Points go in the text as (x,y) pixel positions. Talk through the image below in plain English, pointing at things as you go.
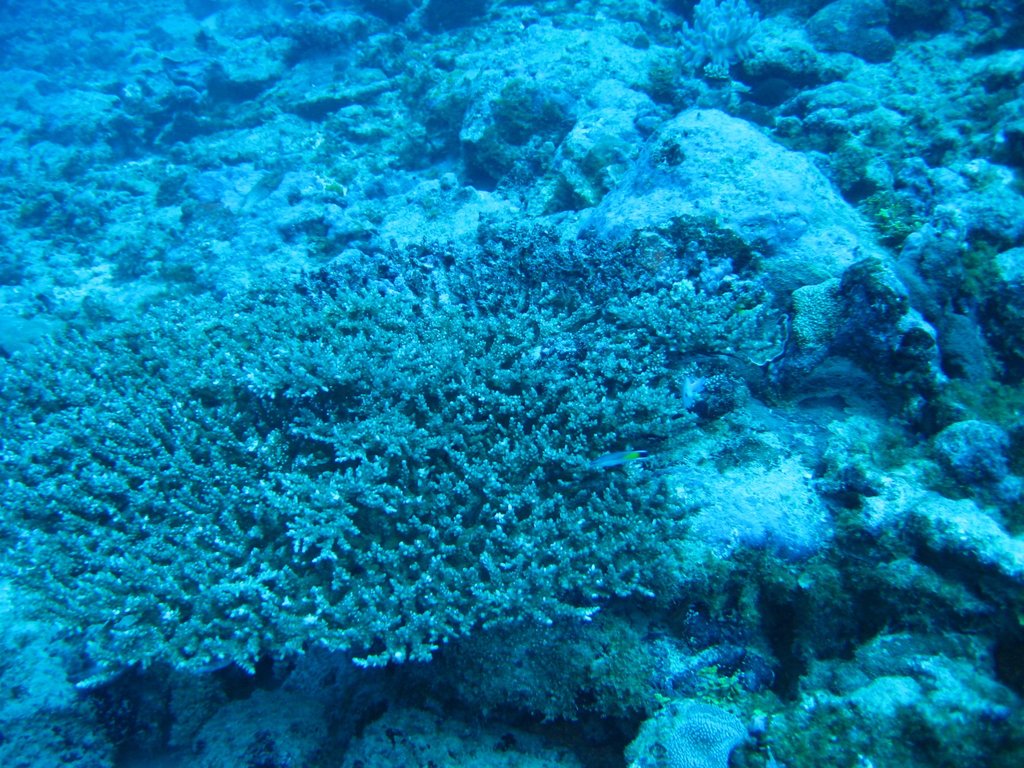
In this image we can see underwater (246,230), there are some plants (547,459) and rocks (694,430) in it.
